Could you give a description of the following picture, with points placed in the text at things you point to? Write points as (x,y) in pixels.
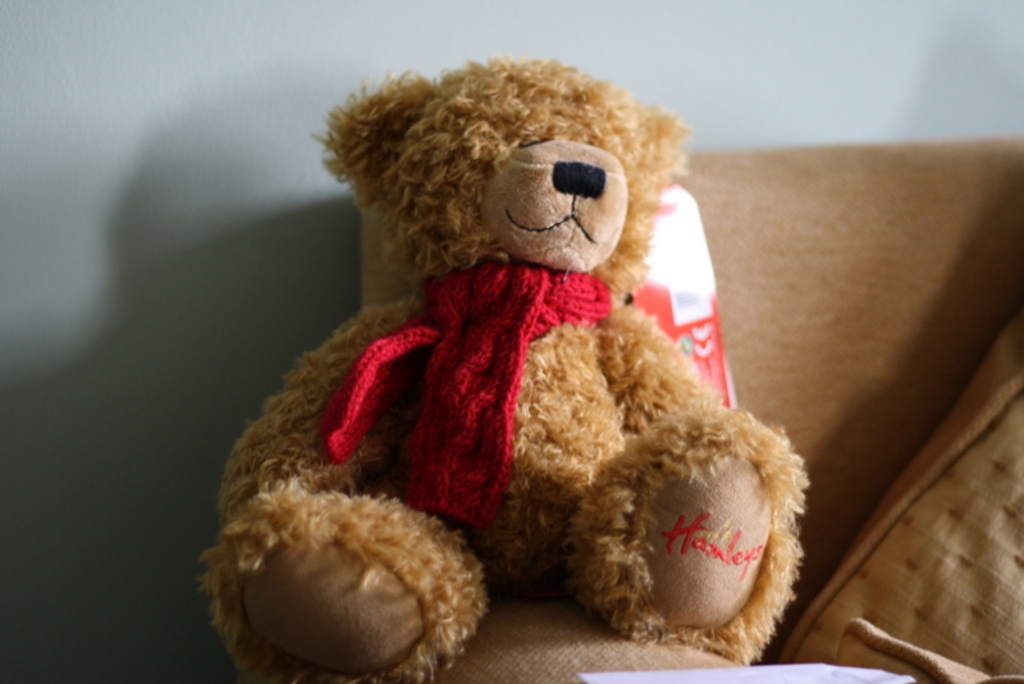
It is a teddy bear (569,401) in brown color and this is the sofa (909,305) in this image.
